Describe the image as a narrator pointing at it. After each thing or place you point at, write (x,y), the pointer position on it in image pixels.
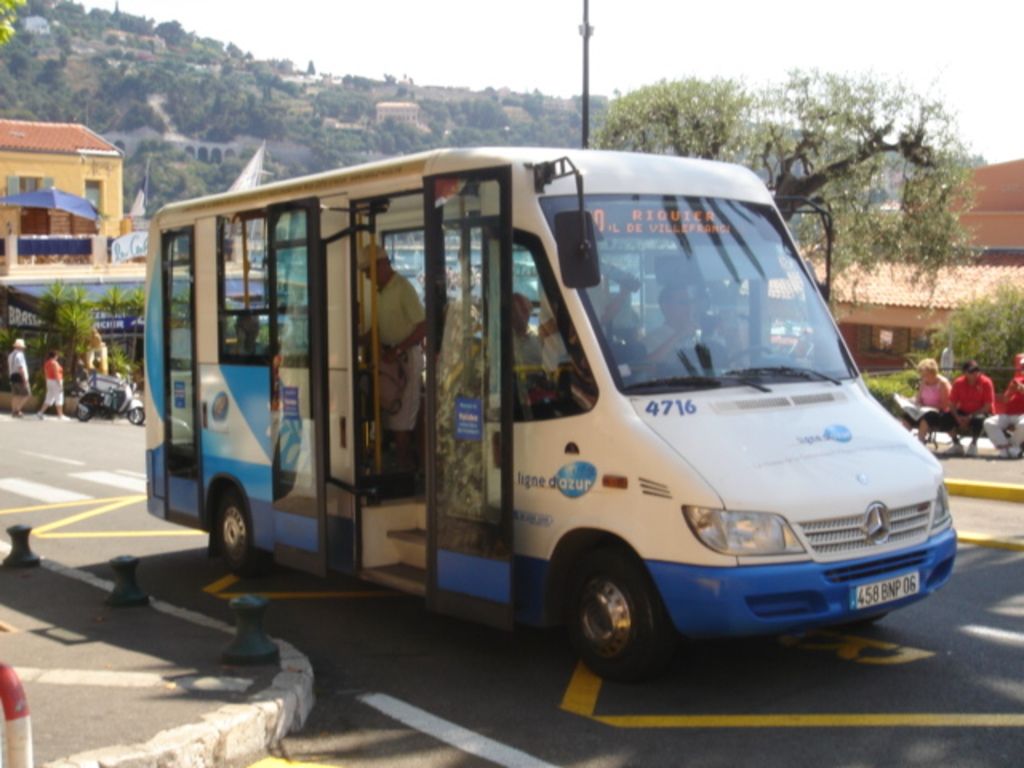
In the image I can see a person (413,409) in the vehicle (290,411) and around there are some people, vehicles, trees (105,306), plants (130,306) and houses (88,177).
